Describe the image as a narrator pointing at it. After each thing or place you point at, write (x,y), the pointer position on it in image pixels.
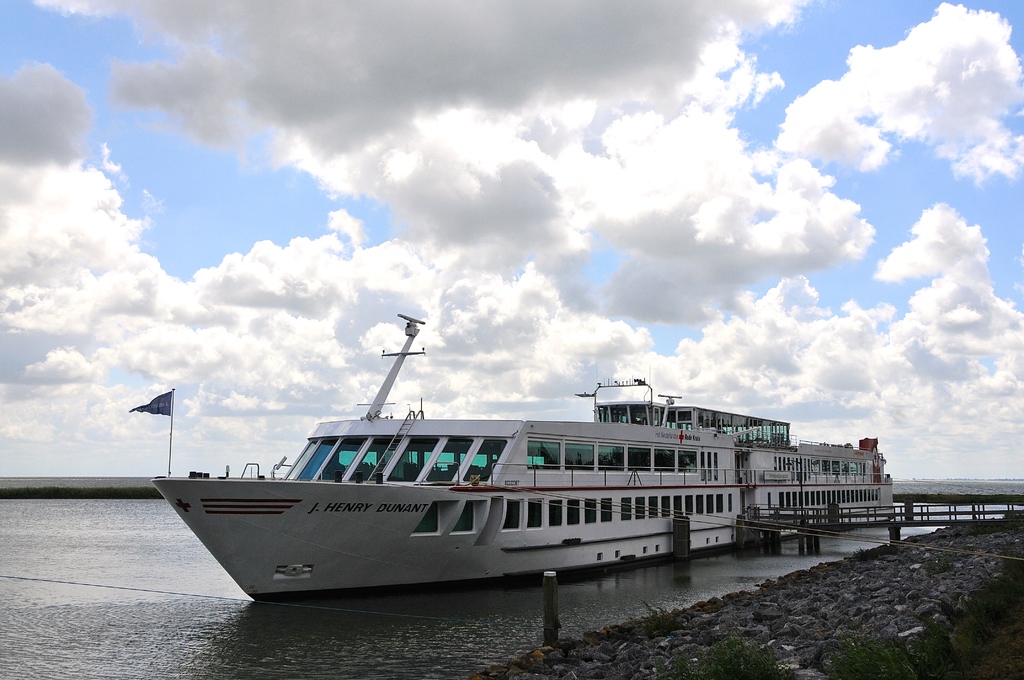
In this picture I can see the grass (841,659) in front (856,667) and in the middle of this picture (545,438) I can see the water (73,516) on which there is a ship (367,464) and beside to the ship (791,499) I can see the platform (843,528) and on the left side of the ship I can see a flag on it. In the background (72,426) I can see the sky (479,169) which is cloudy.
